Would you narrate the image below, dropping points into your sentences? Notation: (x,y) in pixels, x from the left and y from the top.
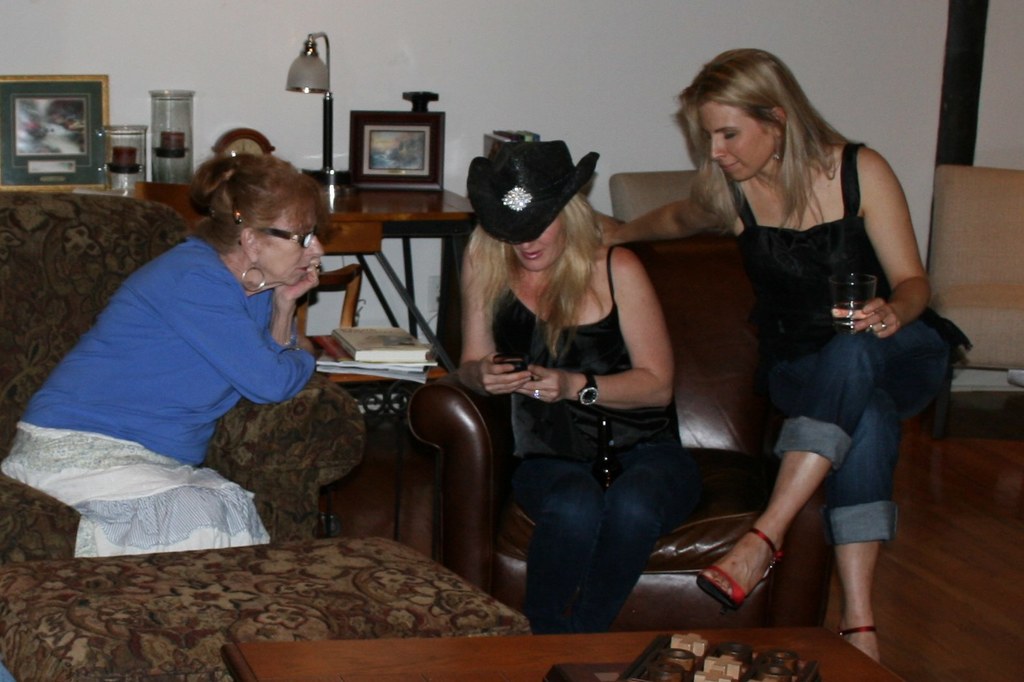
These three women (600,326) are sitting on a chair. This woman (593,339) wore hat (566,185) and looking at her mobile (526,359). This woman (820,336) is holding a glass (833,299) and looking at this woman (559,362) mobile (511,366). On this table (379,389) there are books (380,337). Far there is a table (413,223), on this table (416,210) there are pictures (88,124), lantern lamp (167,122) and clock (256,143).
